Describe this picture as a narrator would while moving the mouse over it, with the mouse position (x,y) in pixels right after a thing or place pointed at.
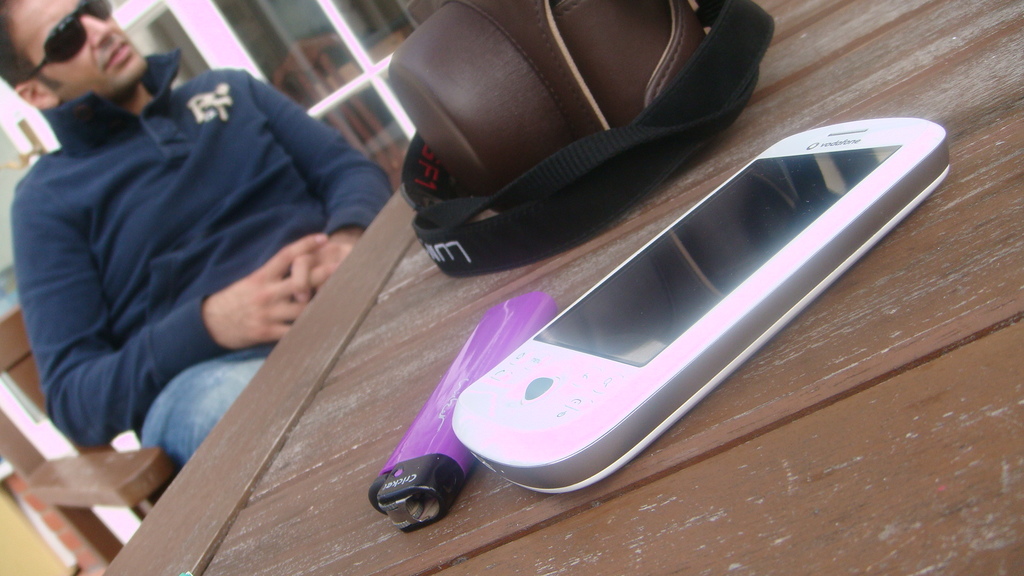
In this picture we can see a man (127,59) wearing goggles (66,32), sitting on a chair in front of a table (303,316) and on the table (371,540) we can see a bag (589,111), lighter (434,465) and a mobile (729,369).
